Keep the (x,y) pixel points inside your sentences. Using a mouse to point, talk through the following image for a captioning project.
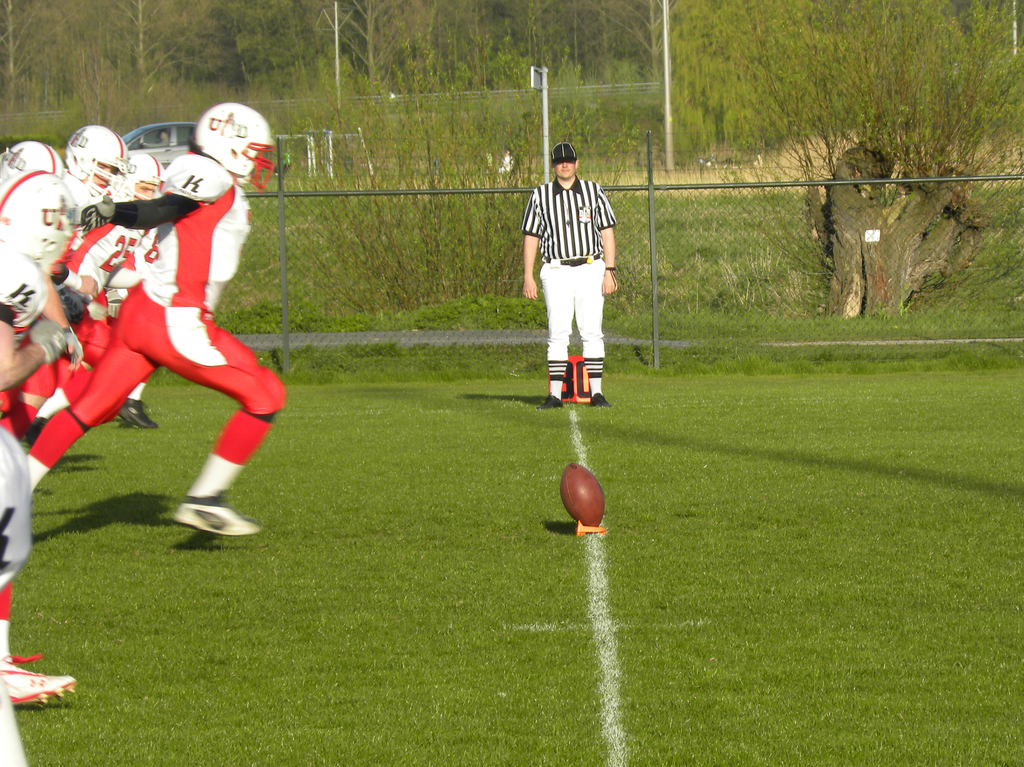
In this image there is grass (760,667) on the ground (687,671). In the center (591,507) there is a ball (584,503). On the left side (101,317) there are persons (68,314) standing and there is a man (188,283) running. In the center (565,280) there is a man (564,293) standing. In the background (441,236) there is a fence (819,254), behind the fence (747,239) there are plants (453,220), trees (917,251), poles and there is a car (156,140).
